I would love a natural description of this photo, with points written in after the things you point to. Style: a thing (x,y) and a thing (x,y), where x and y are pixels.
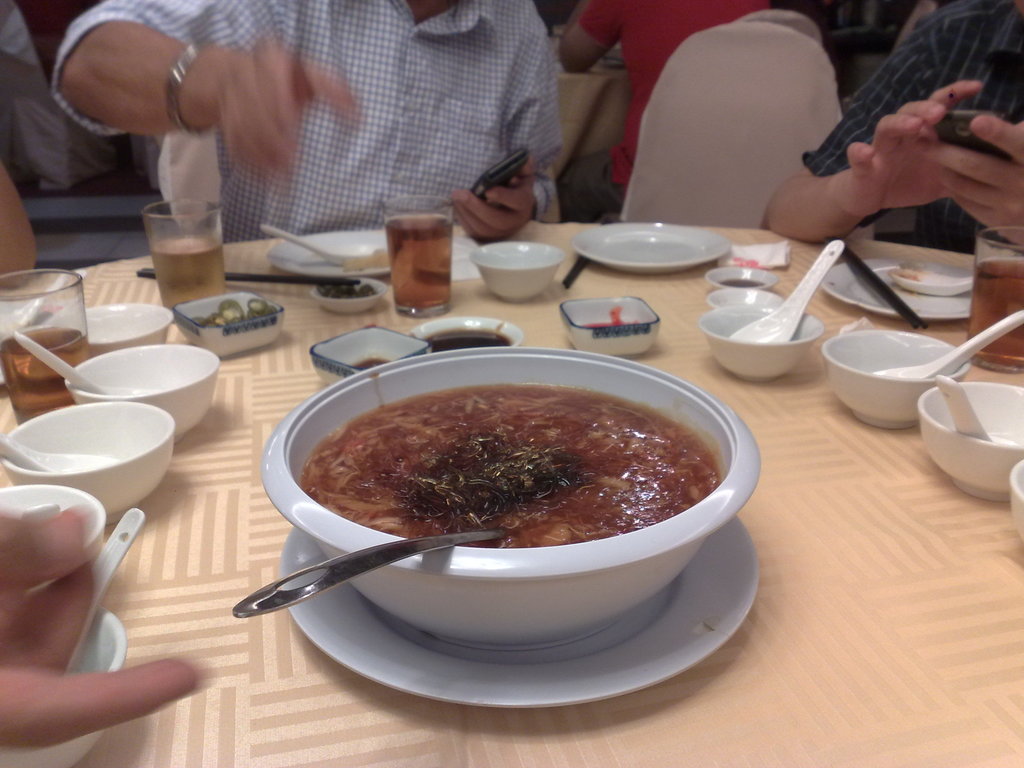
In this picture there is a table (833,673) at the center (659,283). On the table (782,687) there are plates (303,622), bowls (146,444), spoons (72,370), glasses (71,336) with drink (63,350) in it and tissues (776,248). At the center (489,455) there is a bowl (689,527) placed on a plate (627,653) and there is food (542,482) in. Beside the table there are few people (527,129) sitting on chairs (202,168) holding mobile phones (965,131) in their hand (931,134). In the background (622,89) there is another table (614,95), a person (656,33) and a chair (775,47).
